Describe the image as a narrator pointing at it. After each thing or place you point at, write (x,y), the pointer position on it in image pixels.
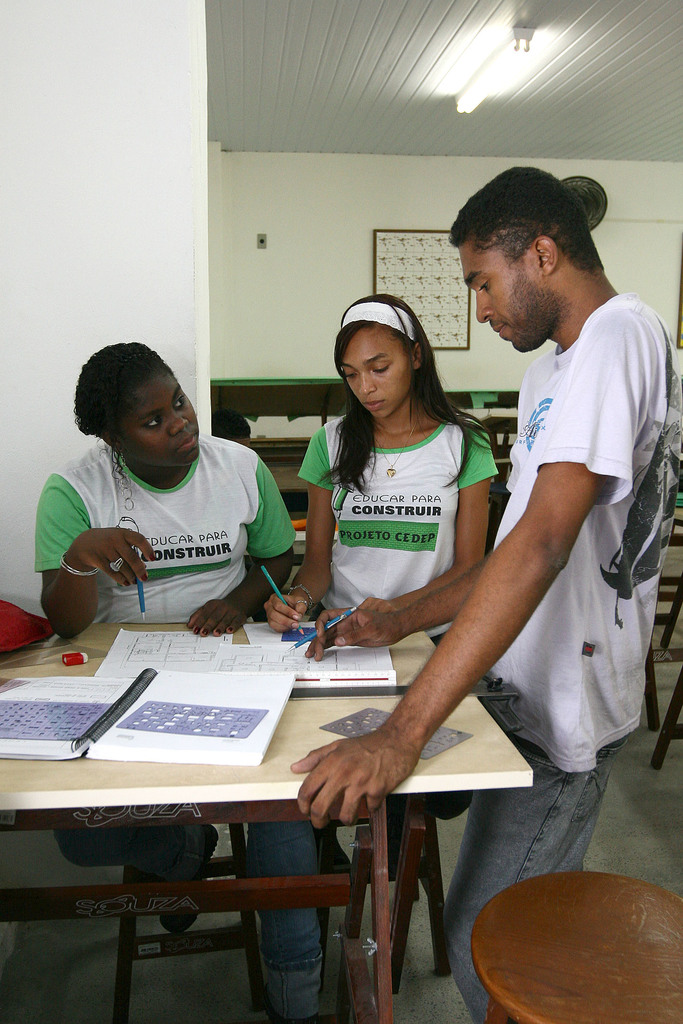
This picture is of inside. On the right (604,430) there is a Man (632,376) wearing white color t-shirt (642,417) and standing and holding a pen (326,622) and there is a stool (505,966) placed on the ground (437,1004). In the center (281,655) there is a table (132,787) on the top of which there is a book (163,728) and some papers (374,662) are placed. In the center (447,480) there is a woman (392,423) wearing white color t-shirt (406,507), holding pen (281,596) and sitting. On the left (119,441) there is a person (164,511), holding pen (140,601) and sitting on the chair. In the background (436,275) there is a picture frame (396,256) hanging on the wall (270,301).
